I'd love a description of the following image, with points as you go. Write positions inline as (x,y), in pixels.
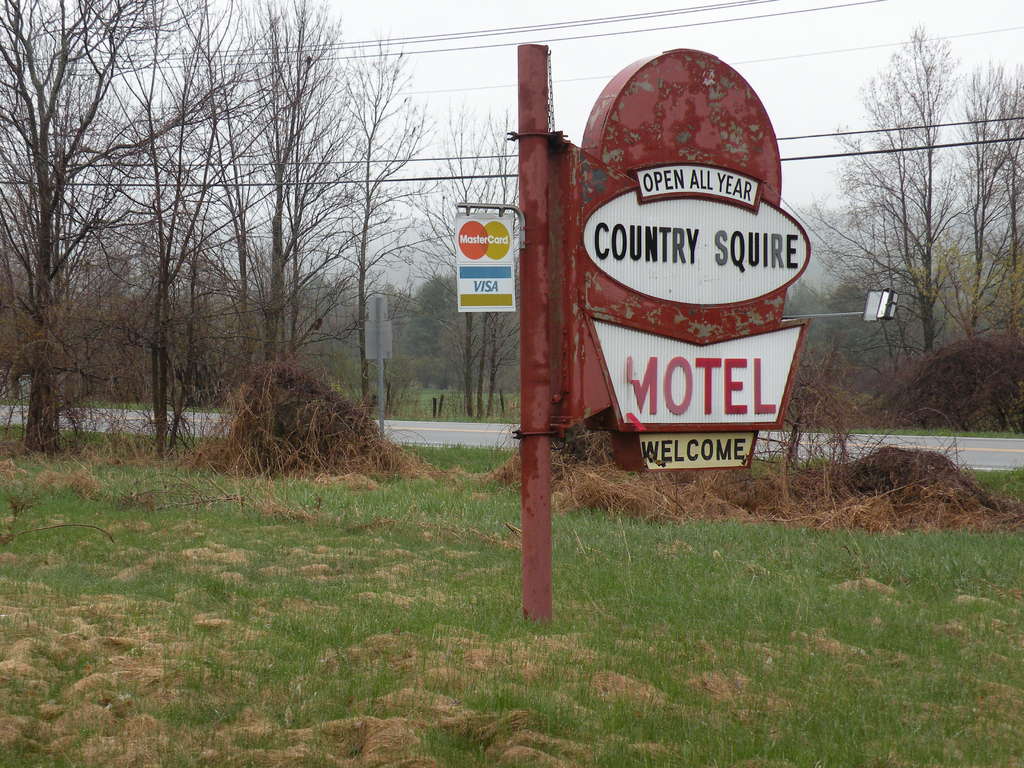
In the image there is a welcome board (531,342) dug in the ground (557,625) and behind that there are many trees (209,306).
